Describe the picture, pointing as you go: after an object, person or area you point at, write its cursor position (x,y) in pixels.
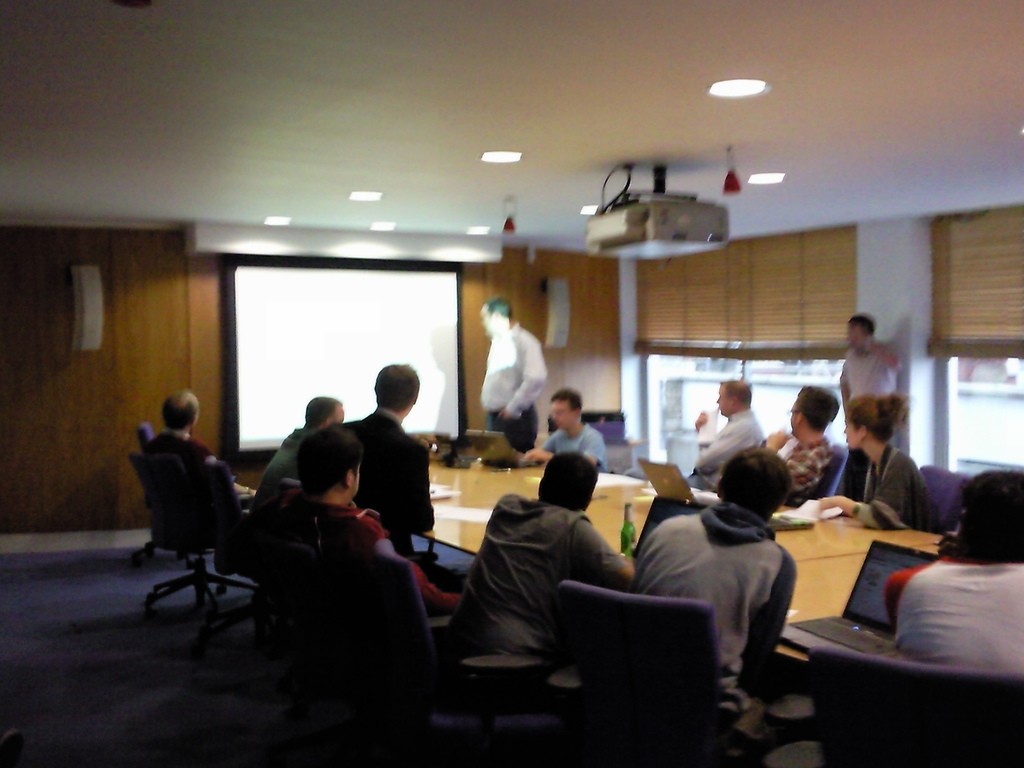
In this image, There is a table (812,602) which is in yellow color on that there are some laptops (656,532) in black color, There are some people (417,515) sitting on the chairs (699,677) around the table (842,560), In the background (119,368) there is a wall (110,381) which is in brown color on that wall (218,302) there is a white color power point projection (349,327), In the top (290,169) there is a white color roof (443,121).
